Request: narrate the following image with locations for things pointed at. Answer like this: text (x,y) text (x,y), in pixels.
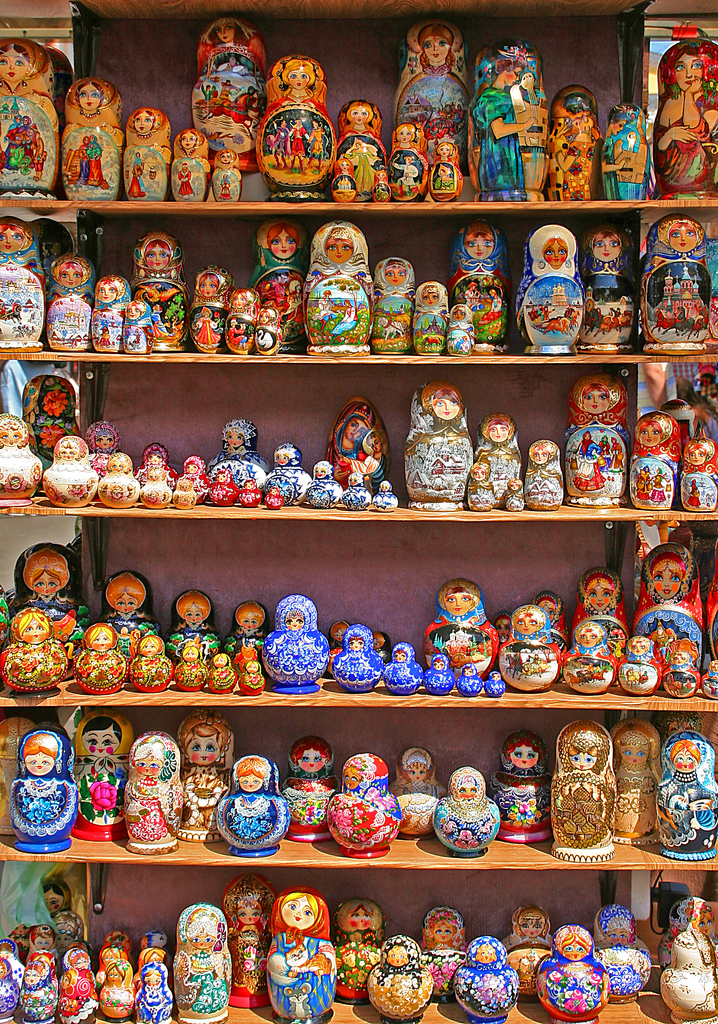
In this picture I can see toys (262,166) arranged in an order on the racks (92,73).
